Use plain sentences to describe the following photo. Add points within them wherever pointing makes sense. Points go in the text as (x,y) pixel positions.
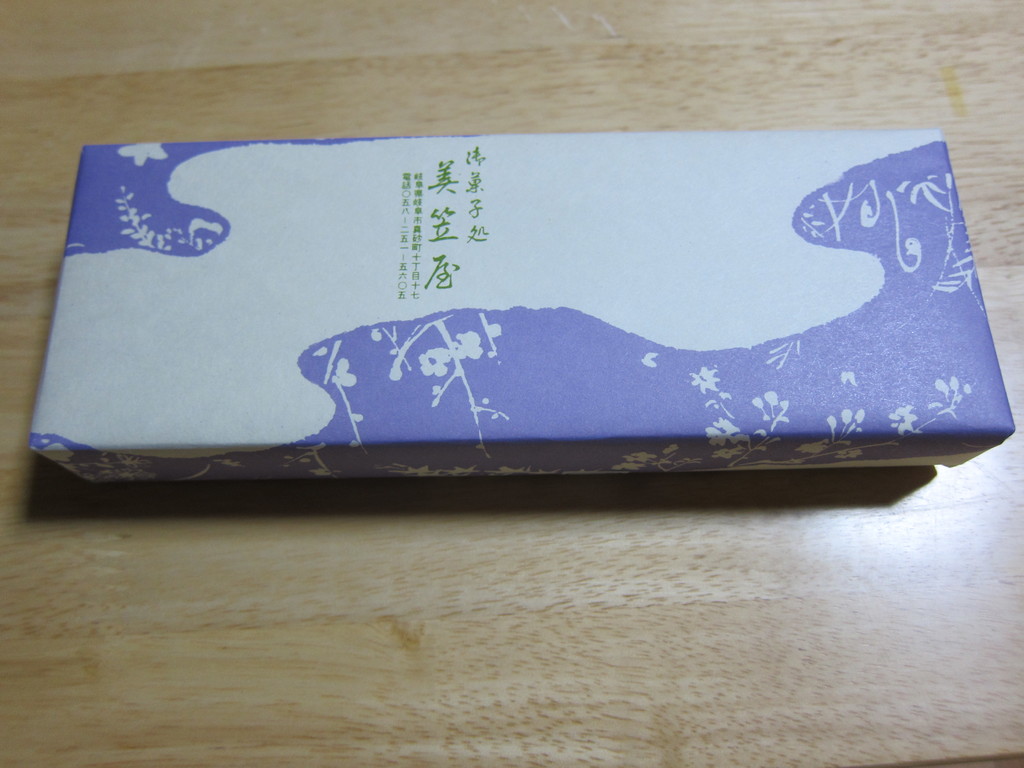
In this image, I can see a box (109,466) on a wooden object (402,75).
